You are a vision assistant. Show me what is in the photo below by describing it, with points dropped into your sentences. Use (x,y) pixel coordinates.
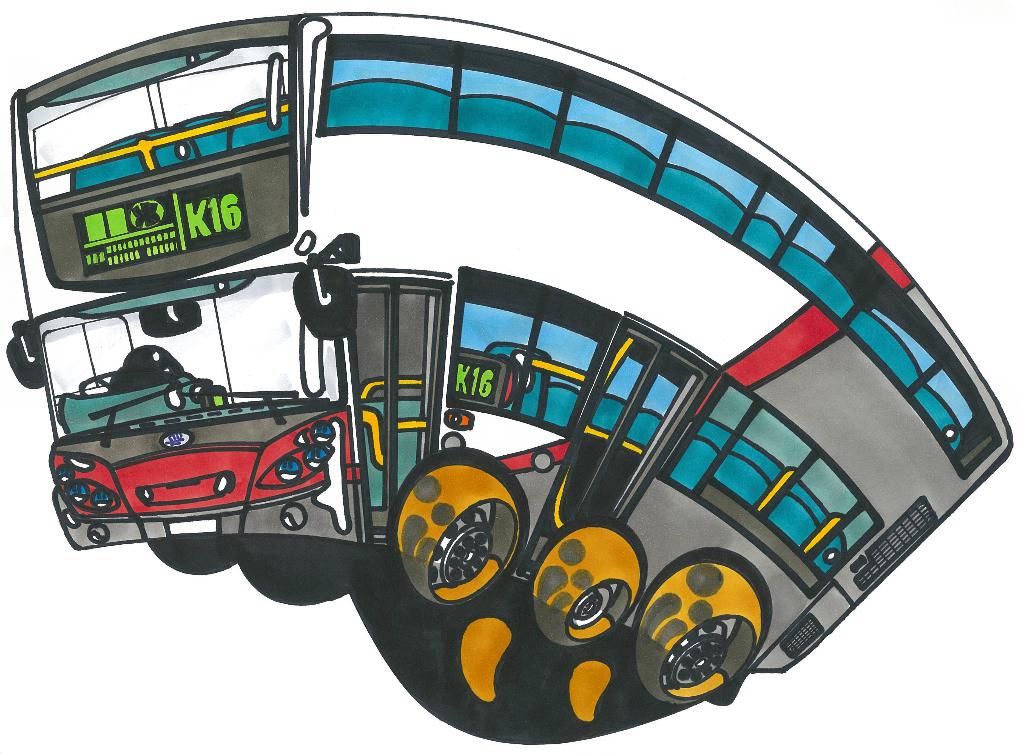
In this image there is a painting (556,425) of a bus (524,384). There are different color used for it.
